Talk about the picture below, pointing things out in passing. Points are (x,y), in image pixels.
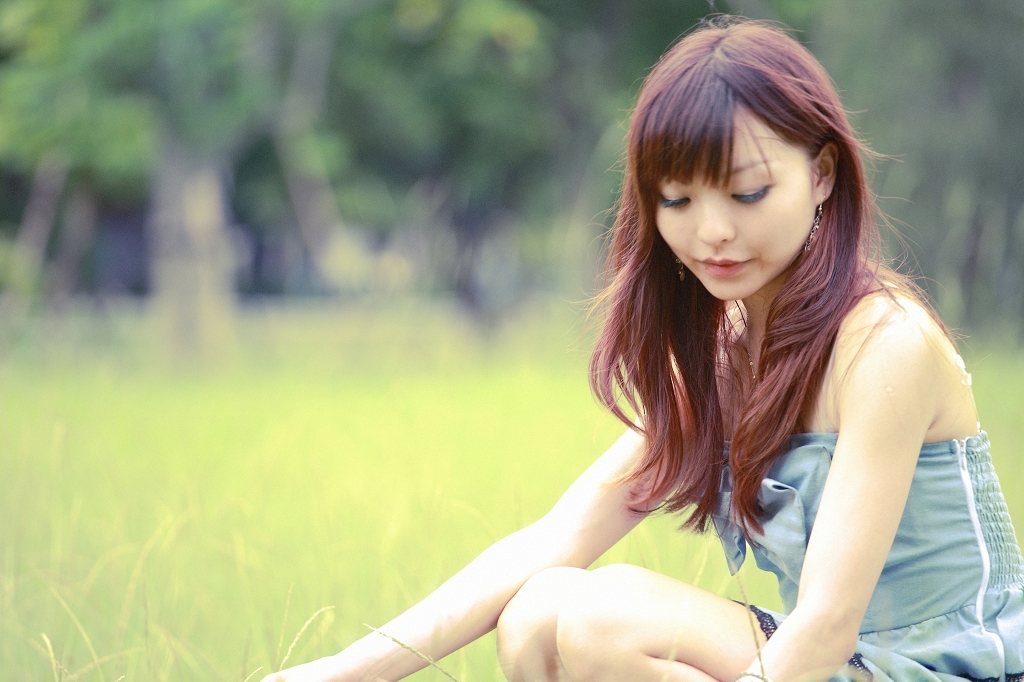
In this picture we can see a girl (624,360) smiling and in the background (470,426) we can see the grass (490,422), trees (419,221) and it is blurry.
